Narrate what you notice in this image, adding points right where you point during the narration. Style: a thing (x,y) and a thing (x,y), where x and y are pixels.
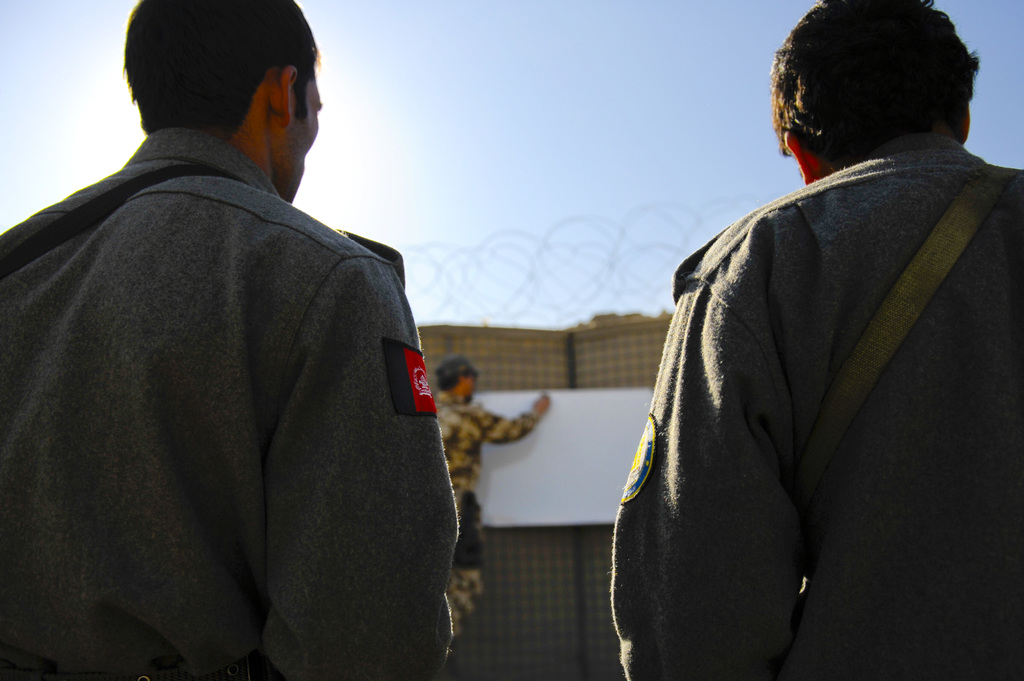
In this picture I can see there are two persons (720,393) standing and in the backdrop (505,438) there is another person (502,425) standing here and writing on a white board (556,475) and there is a wall (534,386) in the backdrop (512,379) and the sky (551,134) is clear.
